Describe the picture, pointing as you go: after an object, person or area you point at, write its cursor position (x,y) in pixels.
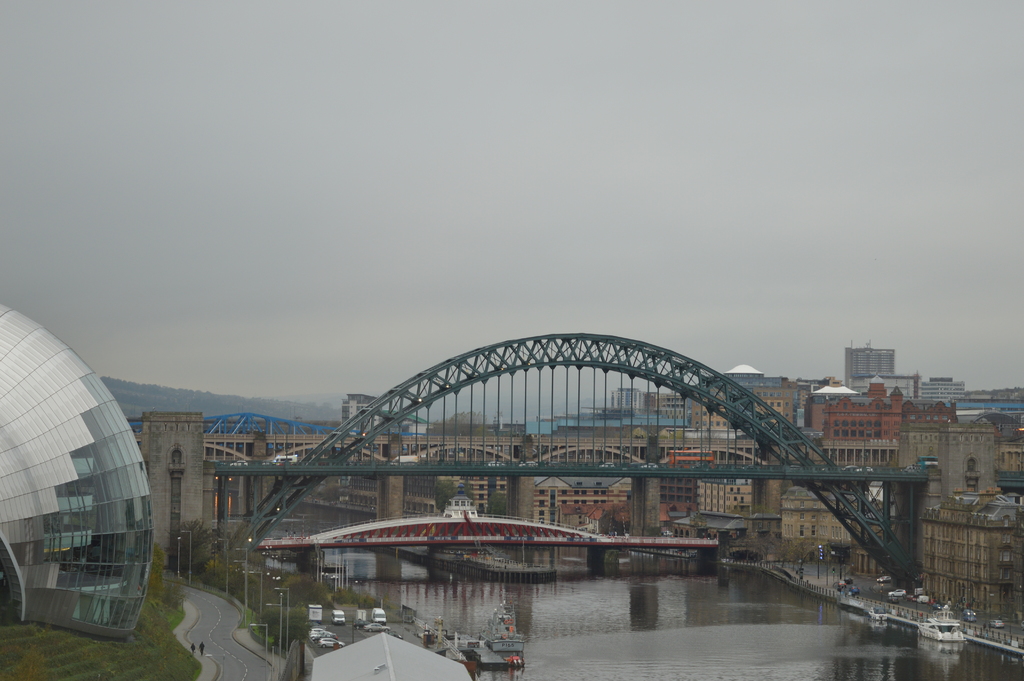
In this image there are buildings (54,422), bridges (620,343), water (556,587), architecture (285,446), cloudy sky (445,250), trees (293,607), grass (163,618), roads (222,670), vehicles (313,610), people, boats (945,637) and objects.
